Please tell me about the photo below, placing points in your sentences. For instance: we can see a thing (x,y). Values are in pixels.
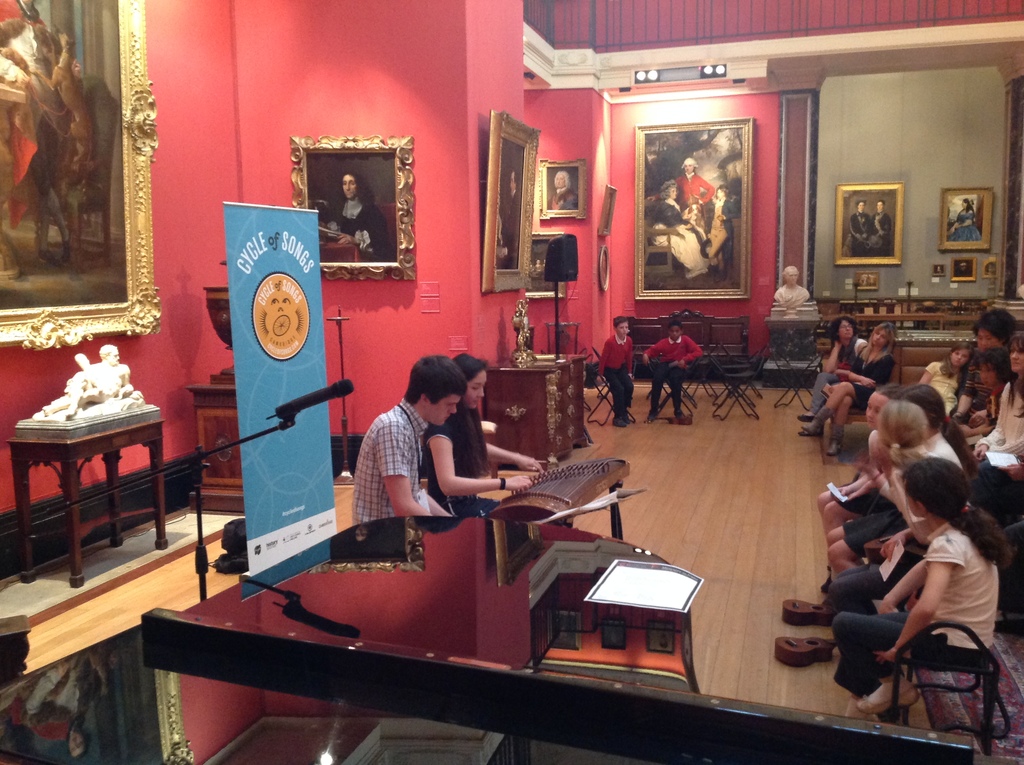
There are two people (467,446) sitting and woman (481,455) is playing musical instrument (571,476). On the right (943,507) few people (868,386) are sitting on the chair (899,683) and looking at them. There are frames (26,186), hoardings (299,277) all over the wall (176,425). There is a statue (106,409) on the table (91,456).
